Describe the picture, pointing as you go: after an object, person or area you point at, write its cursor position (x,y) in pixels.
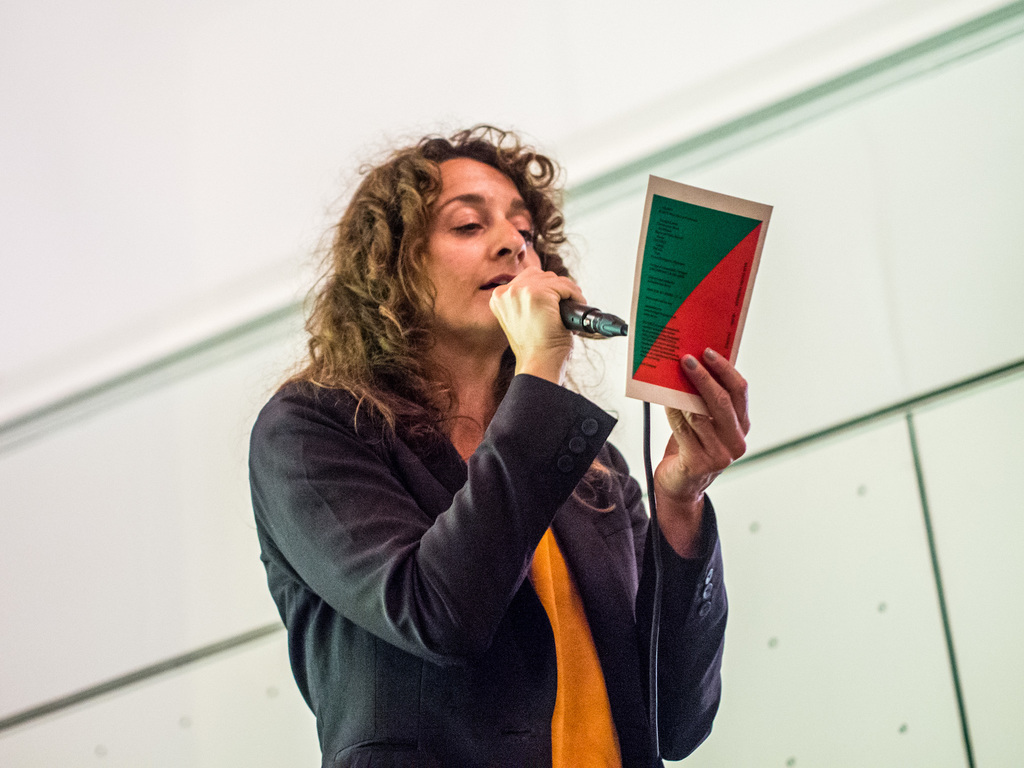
In the center of the image (572,450) we can see a person (516,480) standing and holding a mic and a paper (689,234). In the background (895,320) there is a wall (241,309).
